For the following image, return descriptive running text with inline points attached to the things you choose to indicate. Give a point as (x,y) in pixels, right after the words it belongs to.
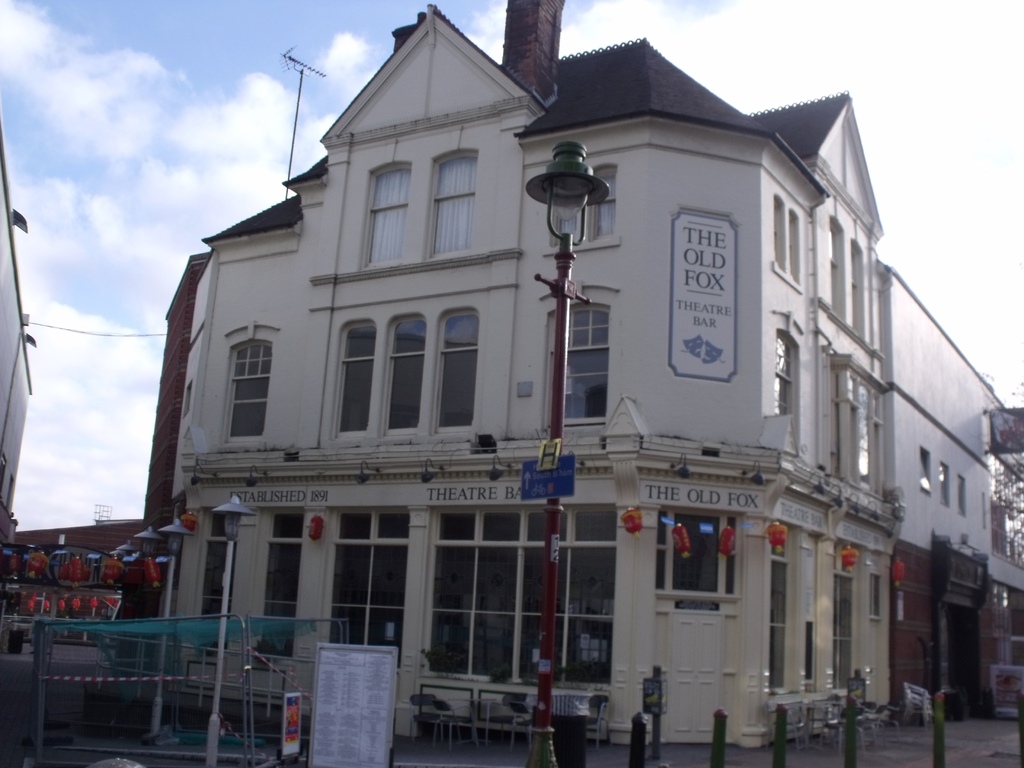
In the picture we can see the building (862,600) with the glass windows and near it, we can see the pole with a lamp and some other poles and beside the building (747,388) we can see another part of the building (13,281) and in the background (65,172) we can see the part of the sky (268,157) with clouds (157,111).
